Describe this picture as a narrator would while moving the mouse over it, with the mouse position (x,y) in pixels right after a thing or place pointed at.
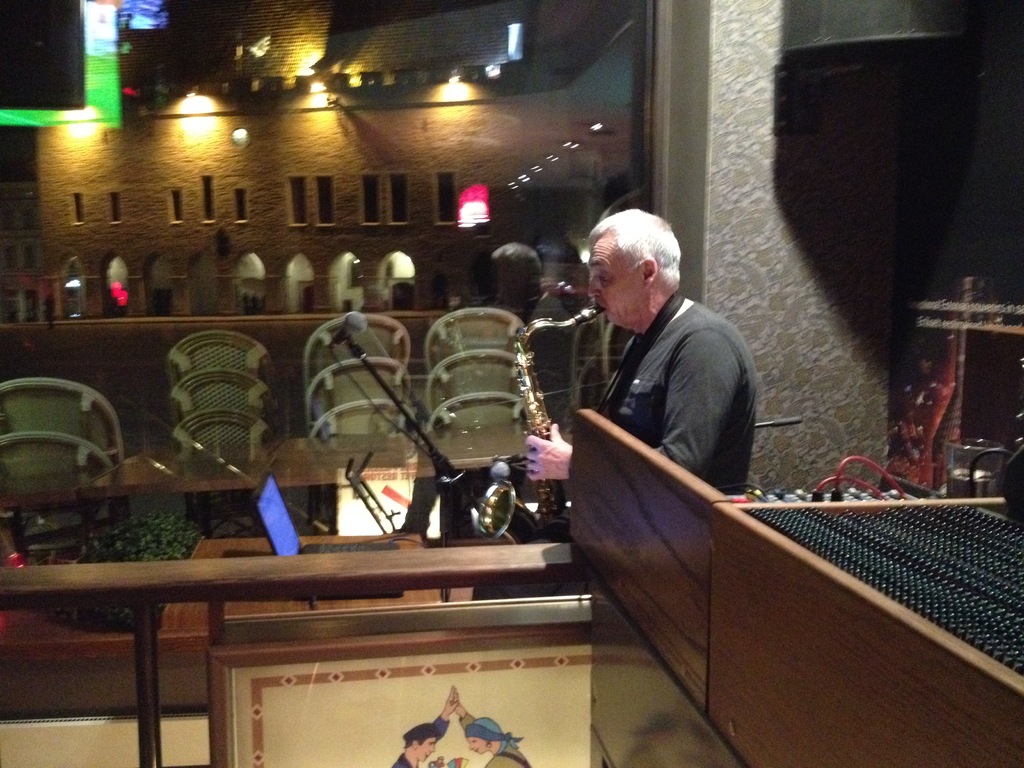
In this image we can see a person (708,344) playing a musical instrument (523,382), there is a mic (407,412) and a laptop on the table (201,623) in front of the person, there is a frame (449,722) an object (857,534) looks like a music player (895,568) beside the person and in the background (456,350) we can see a reflection (310,405) of chairs (68,406) on the glass (315,314) and we can see a building (299,197) with lights (205,111) through the glass (221,115).
